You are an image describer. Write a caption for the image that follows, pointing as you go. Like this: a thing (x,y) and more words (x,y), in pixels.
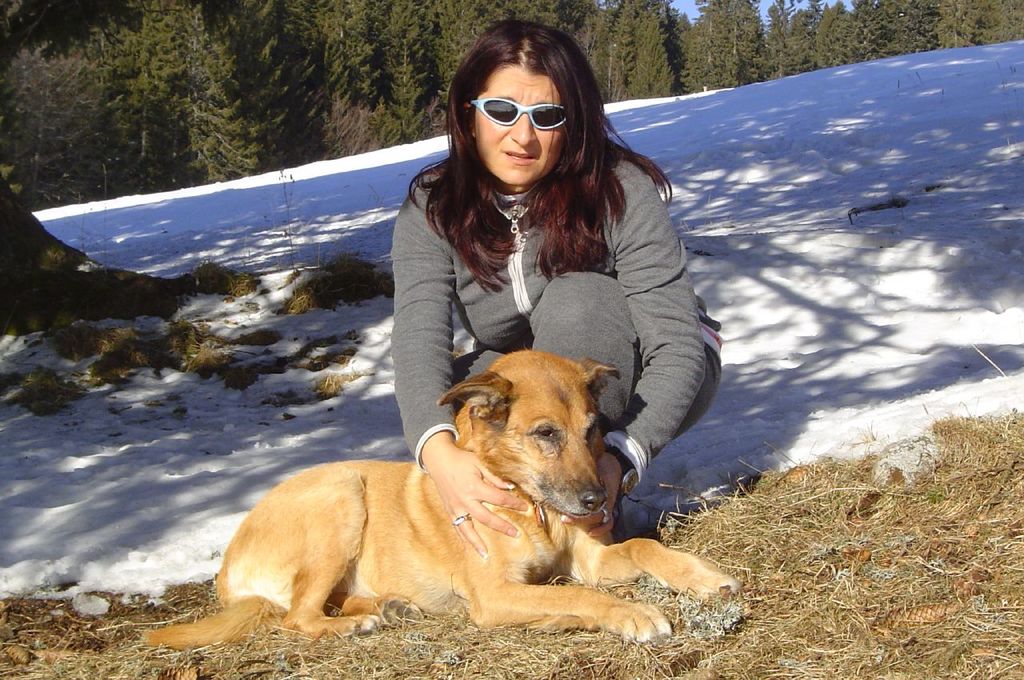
In the image I can see a lady (514,247) who is wearing the spectacles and holding the dog (491,597) which is on the dry grass floor (858,640) and behind there is snow (706,425) on the floor (191,297) and some plants (128,359) and trees (728,30).
